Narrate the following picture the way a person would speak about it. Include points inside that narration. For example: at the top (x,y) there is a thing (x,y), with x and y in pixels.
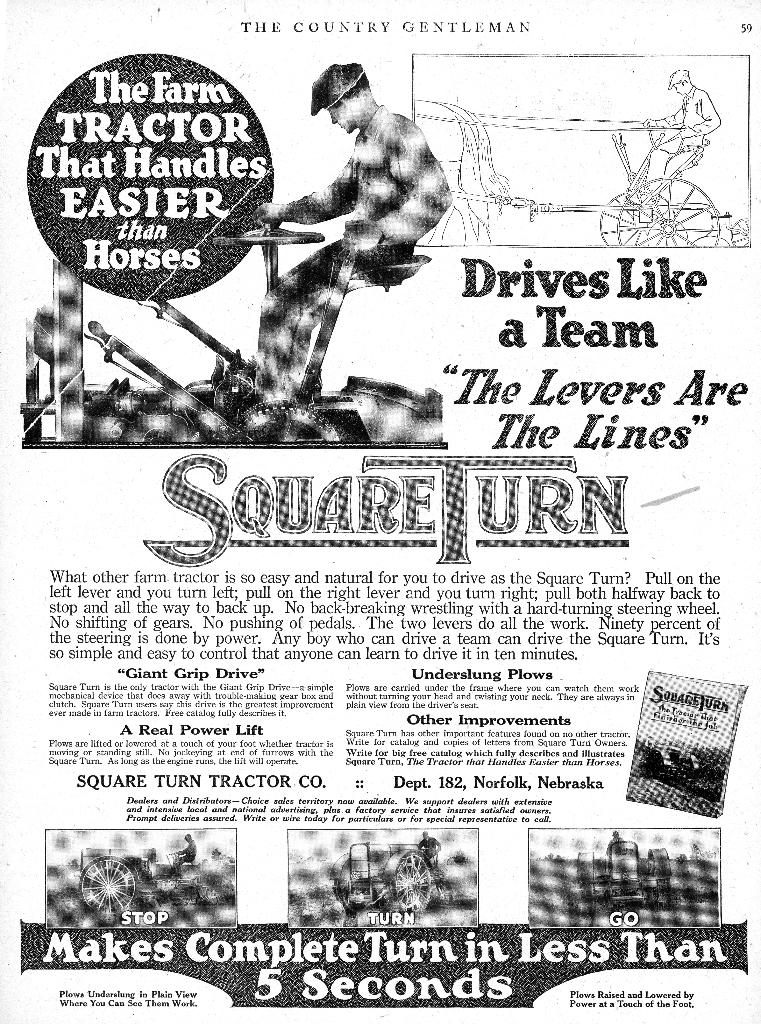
Here, we can see a poster (24,40), on that poster (274,317) there is a picture (299,293) of man (345,245) and there is some text (277,600) on it.
